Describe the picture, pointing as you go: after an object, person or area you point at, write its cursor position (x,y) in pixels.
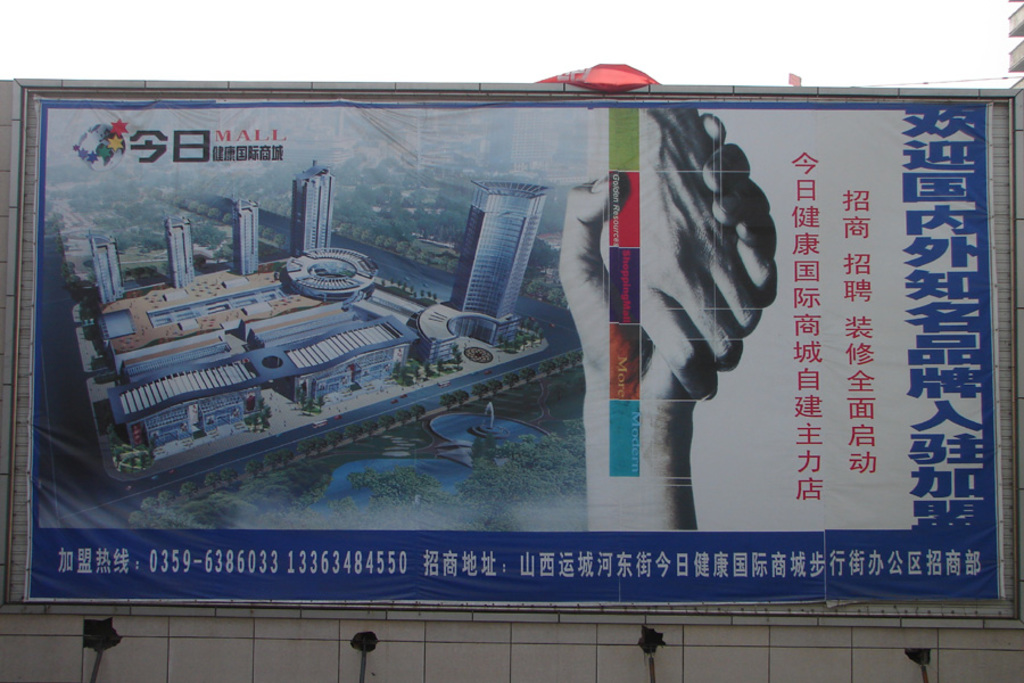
In the image we can see a hoarding (26,92). At the top of the image (648,8) there is sky (347,2).
